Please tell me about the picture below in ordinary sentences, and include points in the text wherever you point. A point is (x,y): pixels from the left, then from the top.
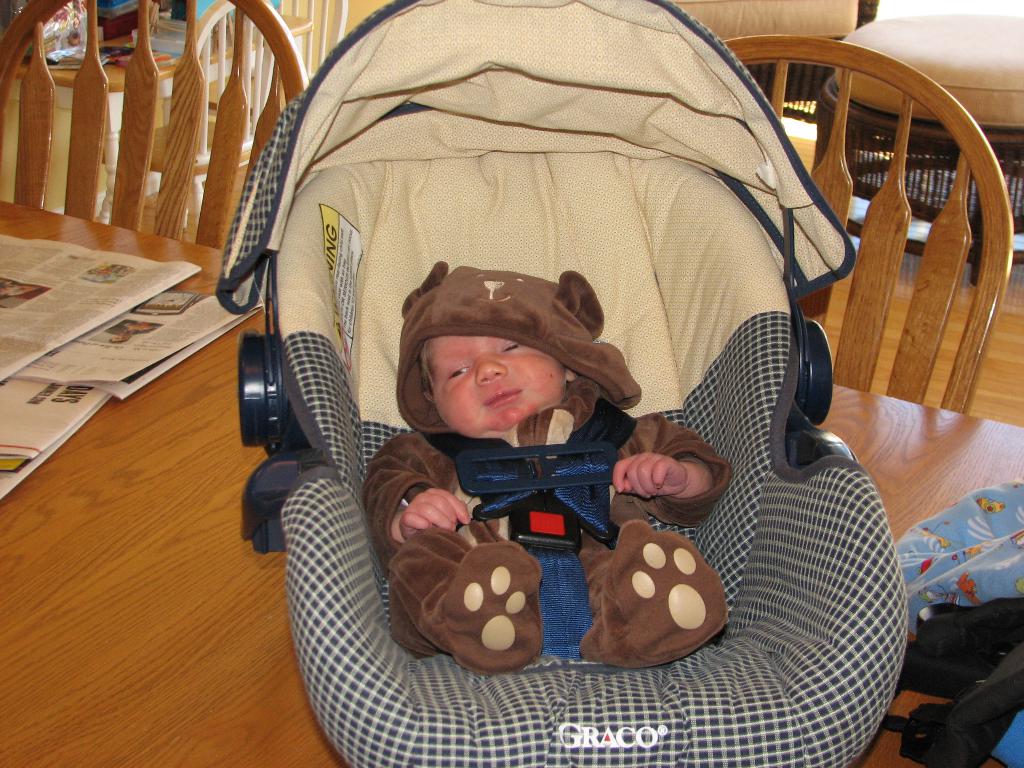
In this image there is a baby chair (330,374) with a baby (453,475) inside it placed on the top of the table (291,649). There are few newspapers (63,318) also placed on the top of the table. In the background of the image (888,62) there are few chairs (183,82) present.
